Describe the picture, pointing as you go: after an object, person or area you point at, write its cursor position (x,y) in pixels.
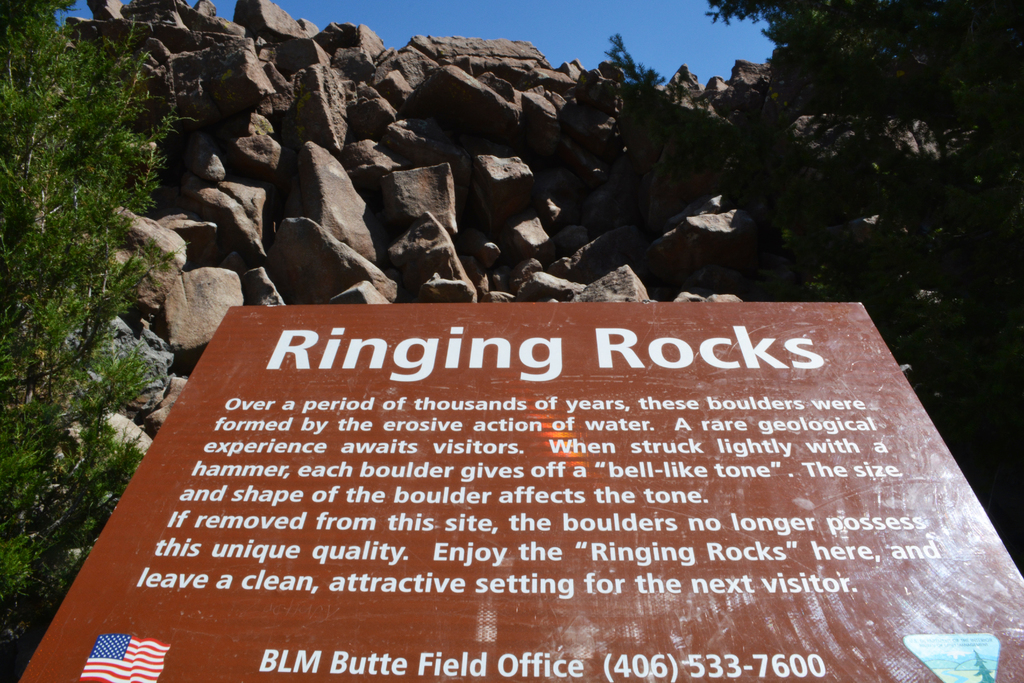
In this image I can see few rocks (425,193). On the left side (137,98) I can see a tree (62,286). I can see a board (681,367) with some text (363,585) on it. At the top (671,49) I can see the sky (543,43).
